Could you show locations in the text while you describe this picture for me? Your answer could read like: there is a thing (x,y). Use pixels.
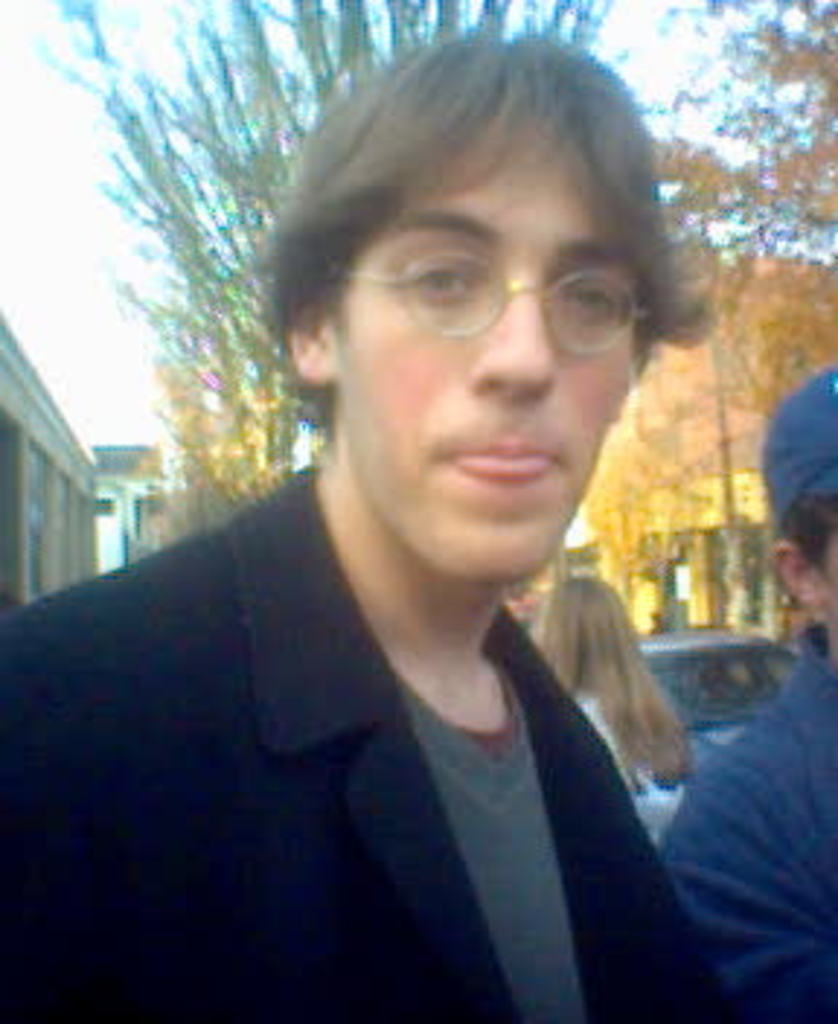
The man (340,663) in front of the picture is looking at the camera. He is wearing the spectacles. Beside him, we see a man (732,844) in blue jacket (758,879) is standing. Behind him, we see the woman (589,641) and we even see a car (755,694). There are trees (731,501) and buildings (23,494) in the background (76,471). At the top (82,143), we see the sky (73,195).
